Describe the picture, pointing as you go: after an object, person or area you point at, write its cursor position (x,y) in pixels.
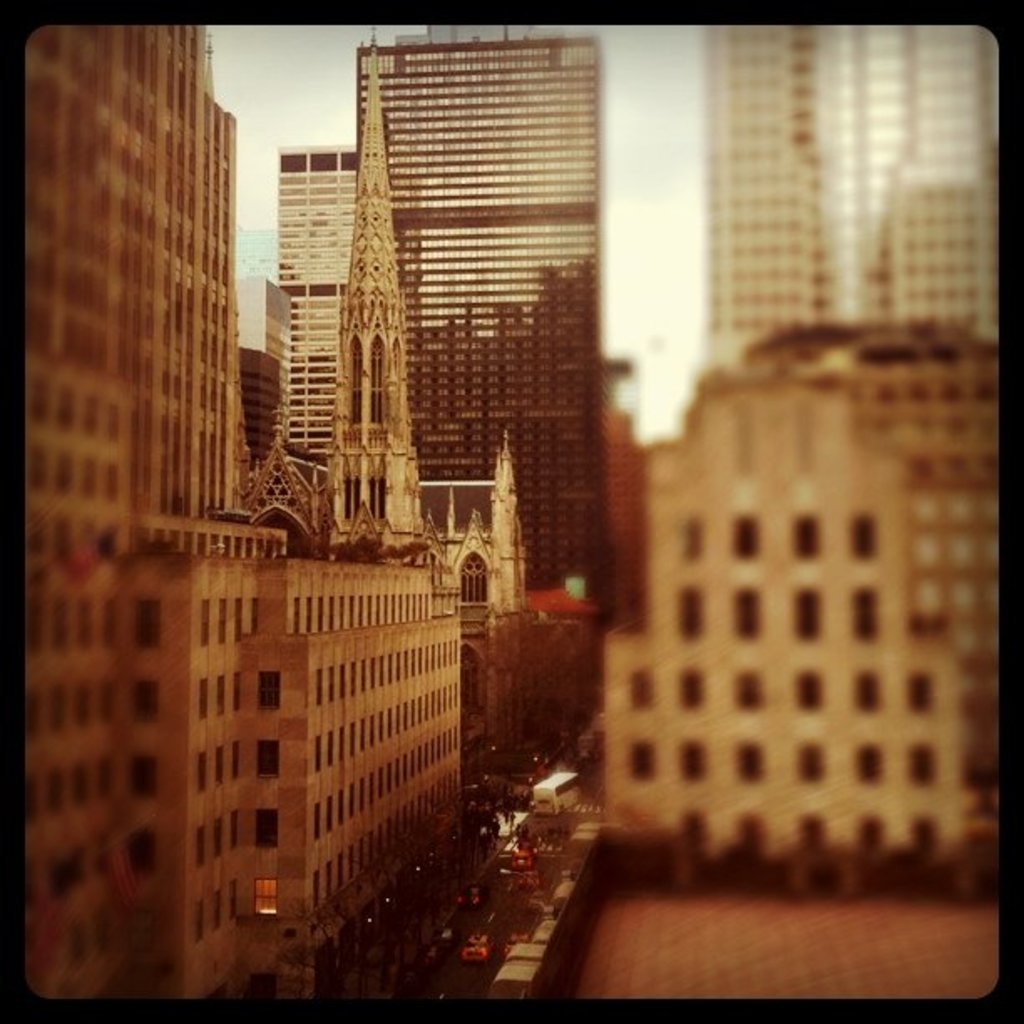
In this image I can see number of buildings (490,488) and on the bottom side (502,845) I can see number of vehicles (560,781) on the road (586,757). I can also see this image is little bit blurry and in the background (349,115) I can see the sky (328,32).
